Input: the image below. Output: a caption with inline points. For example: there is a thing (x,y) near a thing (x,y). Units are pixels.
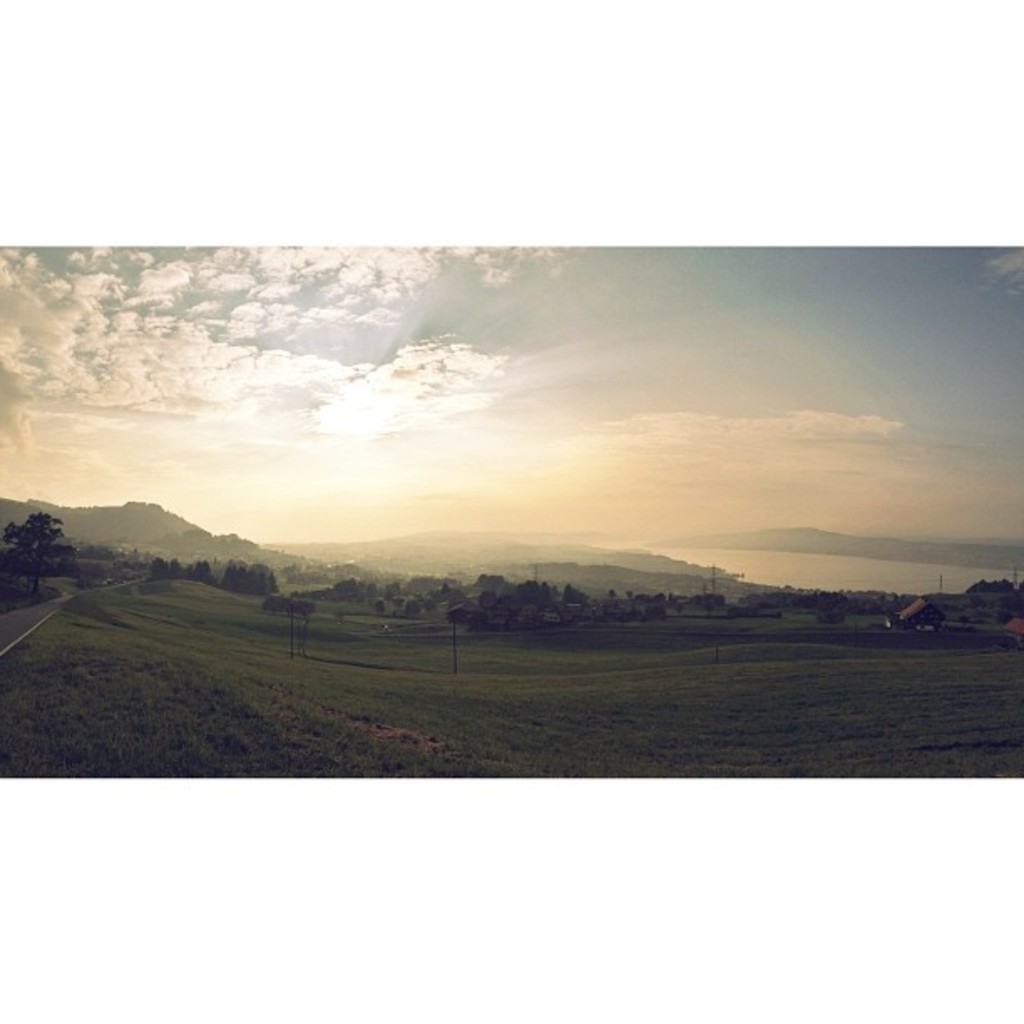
In this image we can see a large group of tree (487,587), houses (554,615) with roof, grass (700,718) and a pathway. On the backside (449,546) we can see the mountains (515,552), a large water body (775,556) and the sky (683,358) which looks cloudy.
